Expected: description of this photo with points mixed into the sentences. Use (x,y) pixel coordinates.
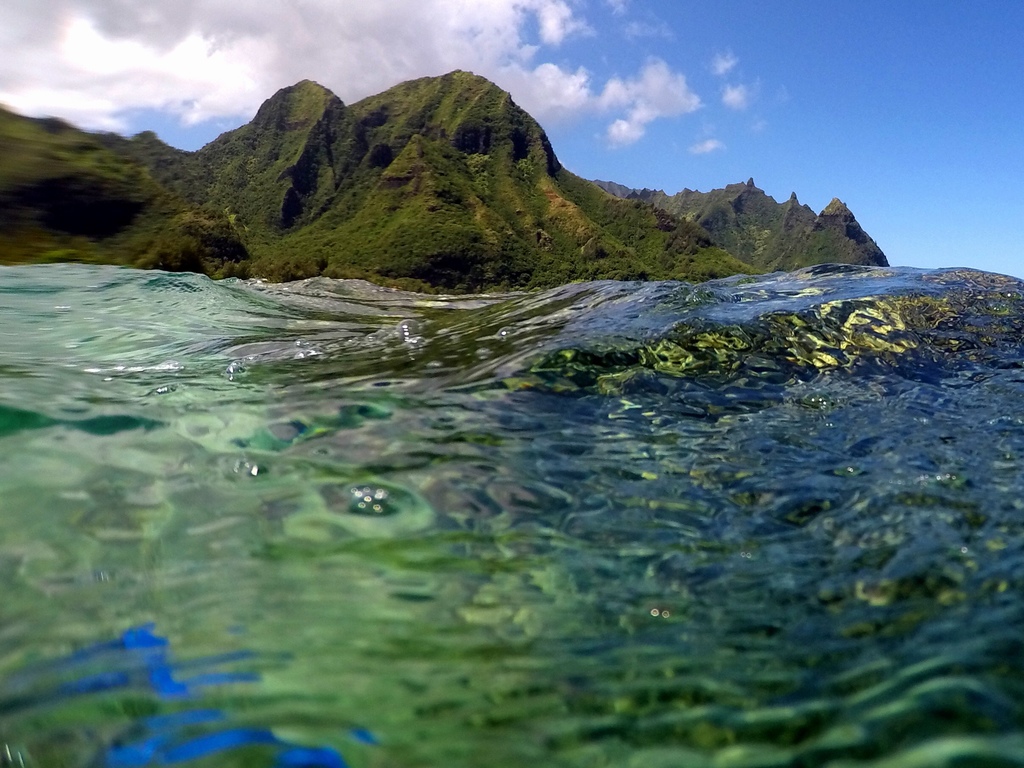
In this image we can see mountains (581,194). At the bottom of the image (380,669) there is water (648,599). On the water (483,540) we can see some reflections (543,443). At the top of the image (116,54) there is the sky (86,51).
